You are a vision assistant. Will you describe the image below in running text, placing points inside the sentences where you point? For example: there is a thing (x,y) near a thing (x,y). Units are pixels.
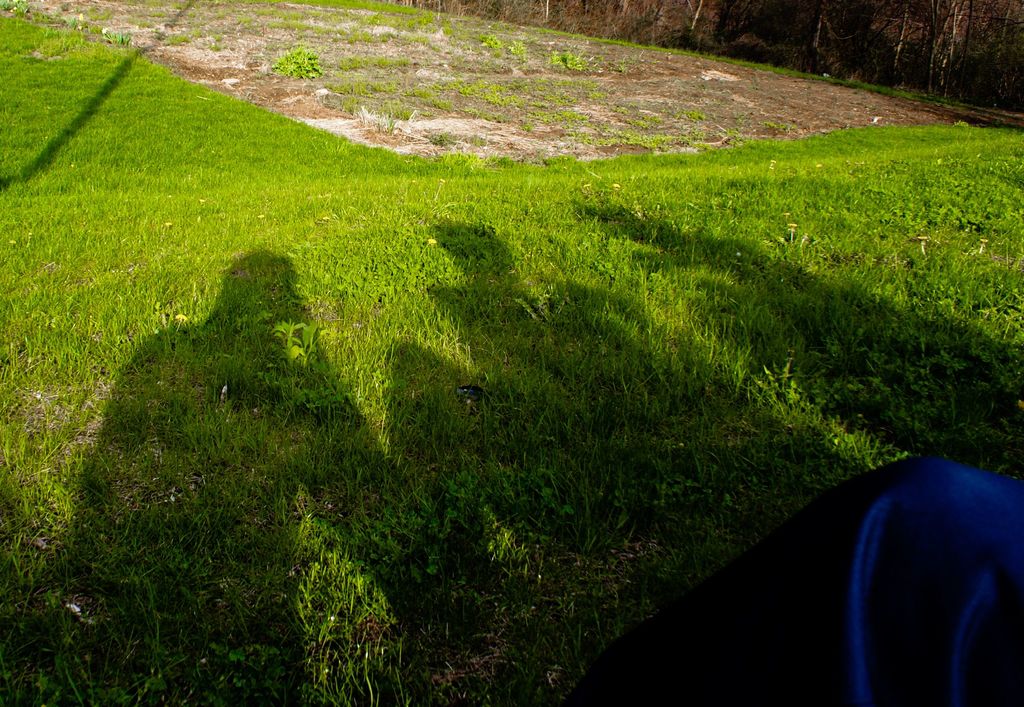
In this image we can see some shadows (640,429) of people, there are some plants (570,65), trees (959,65), and the grass (309,319).
